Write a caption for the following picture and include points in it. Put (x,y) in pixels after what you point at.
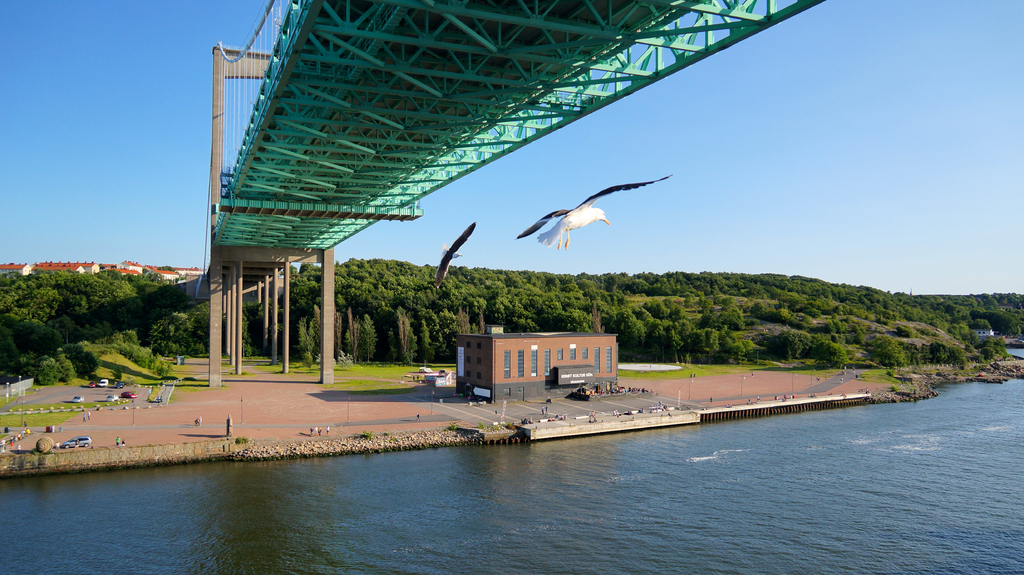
In this image I can see in the middle (593,200) two birds (579,207) are flying, at the top (451,15) it is the bridge (342,16), at the bottom (781,484) it looks like a river (673,513) and there is a house (524,341) at here, at the back side (517,326) there are trees (281,338). At the top (64,94) it is the sky (75,100).
